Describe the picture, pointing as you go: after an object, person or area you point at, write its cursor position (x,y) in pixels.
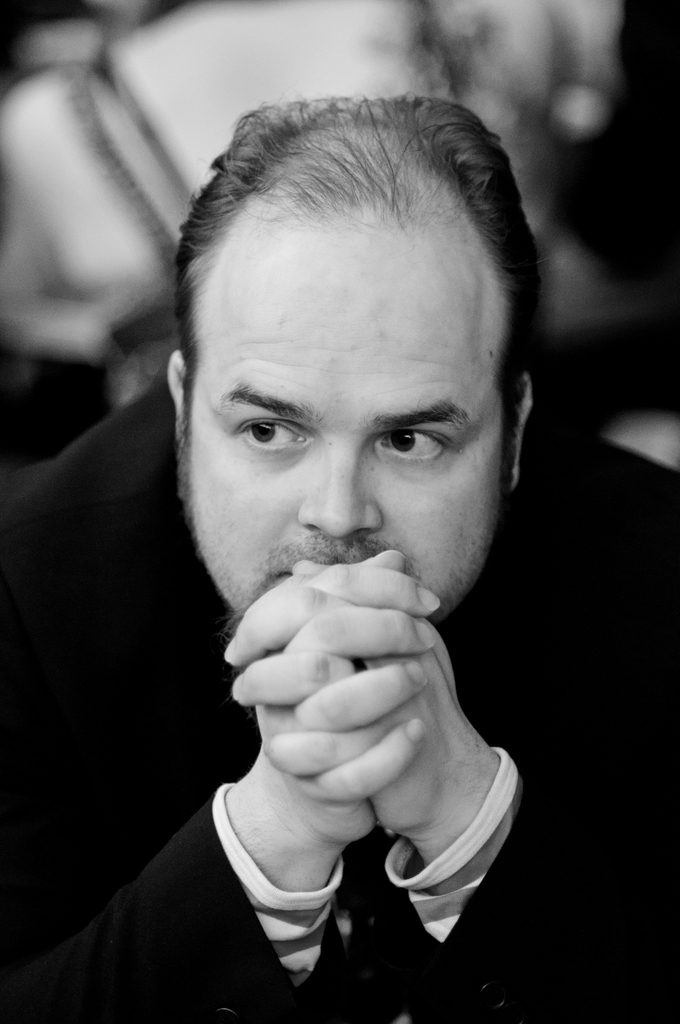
In this picture there is a black and white photograph of a man (296,560) wearing a black coat (665,839), sitting and holding the hands (262,671), giving a pose into the camera. Behind there is a blur background (569,62).
